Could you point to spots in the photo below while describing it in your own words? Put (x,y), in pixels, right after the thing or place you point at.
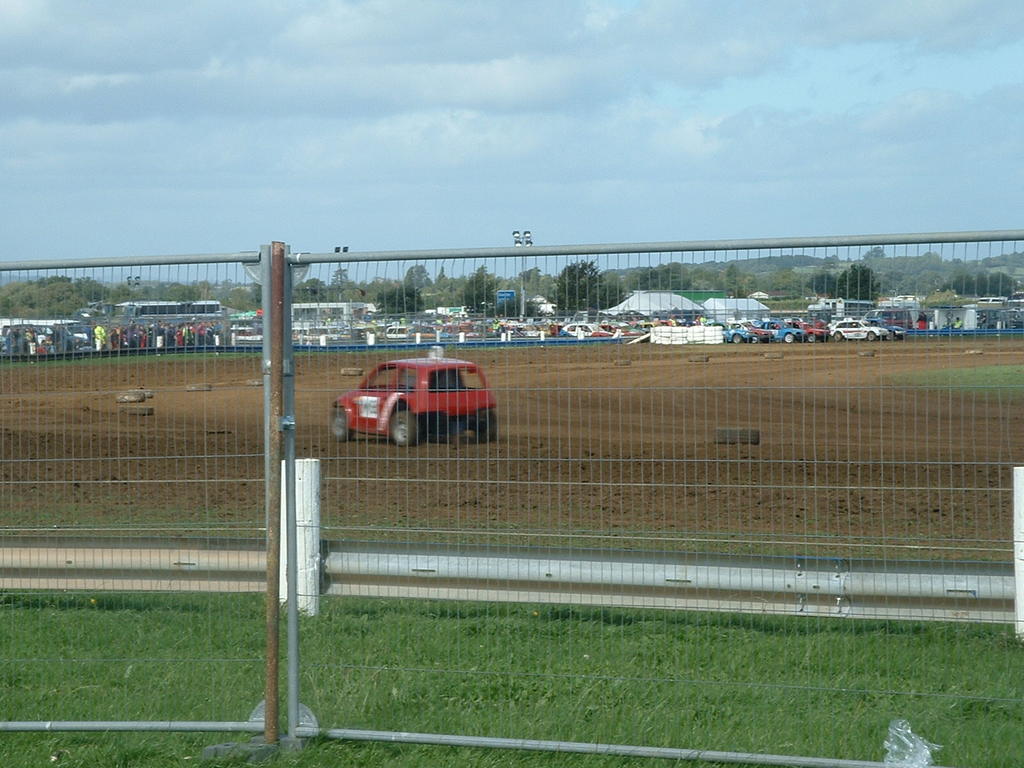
In this picture I can see there is a car (452,436) and there are many other cars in the backdrop (846,329) and I can see there are few other people (921,321) and in the backdrop (460,126) there are trees (706,273) and the sky (658,163) is cloudy.
